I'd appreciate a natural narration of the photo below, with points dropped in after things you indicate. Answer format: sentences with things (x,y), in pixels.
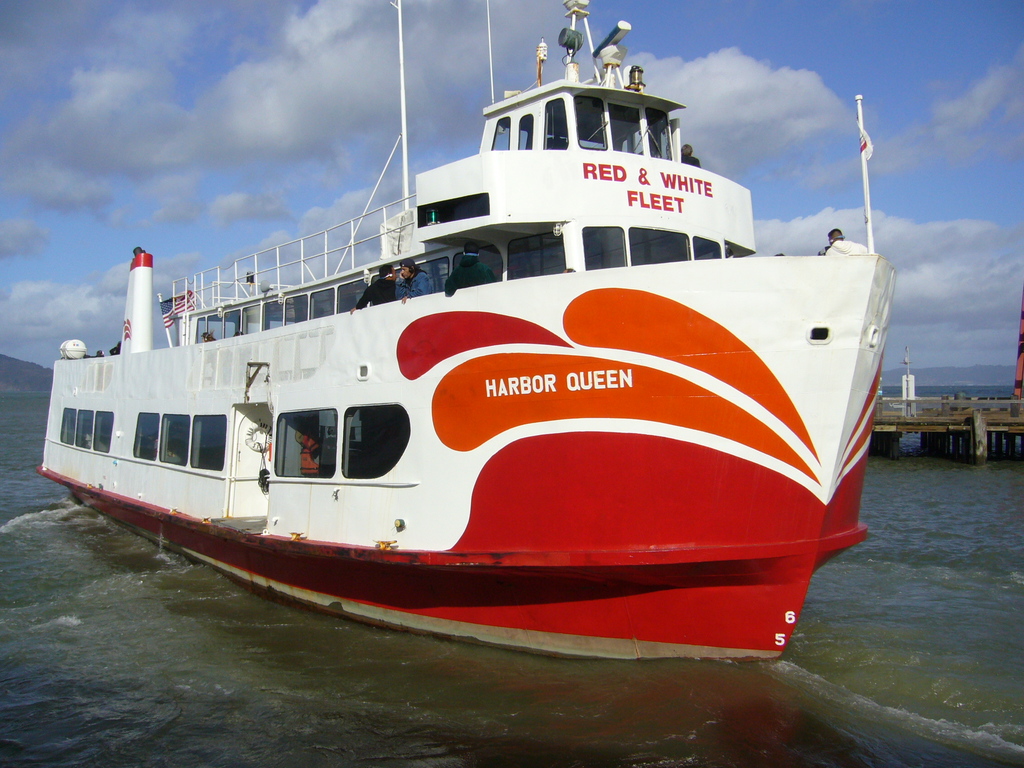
In this image we can see a ship (460,496) on the water (195,593). On the ship (523,439) we can see the text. There are few people (458,271) on the ship (562,294). On the right side (972,412), we can see a bridge (1005,431). In the background (46,384), we can see the mountains (1,385). At the top (734,80) we can see the sky (208,131).
